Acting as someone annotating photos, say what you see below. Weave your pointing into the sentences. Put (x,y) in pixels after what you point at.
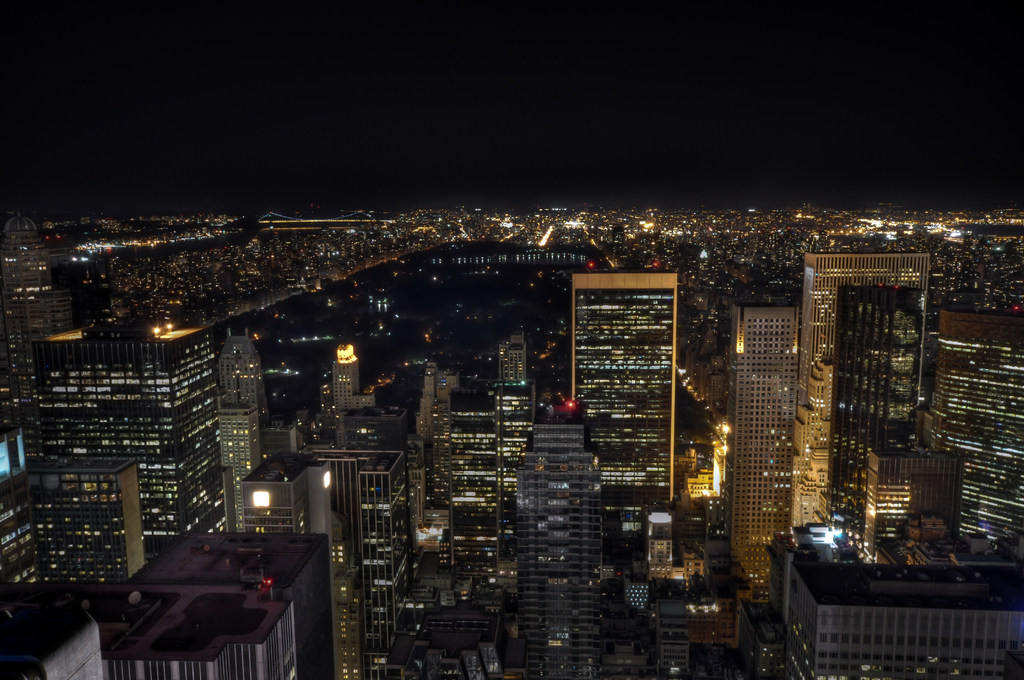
This is a top view image of a city (259,337), in this image we can see the buildings (715,304).
